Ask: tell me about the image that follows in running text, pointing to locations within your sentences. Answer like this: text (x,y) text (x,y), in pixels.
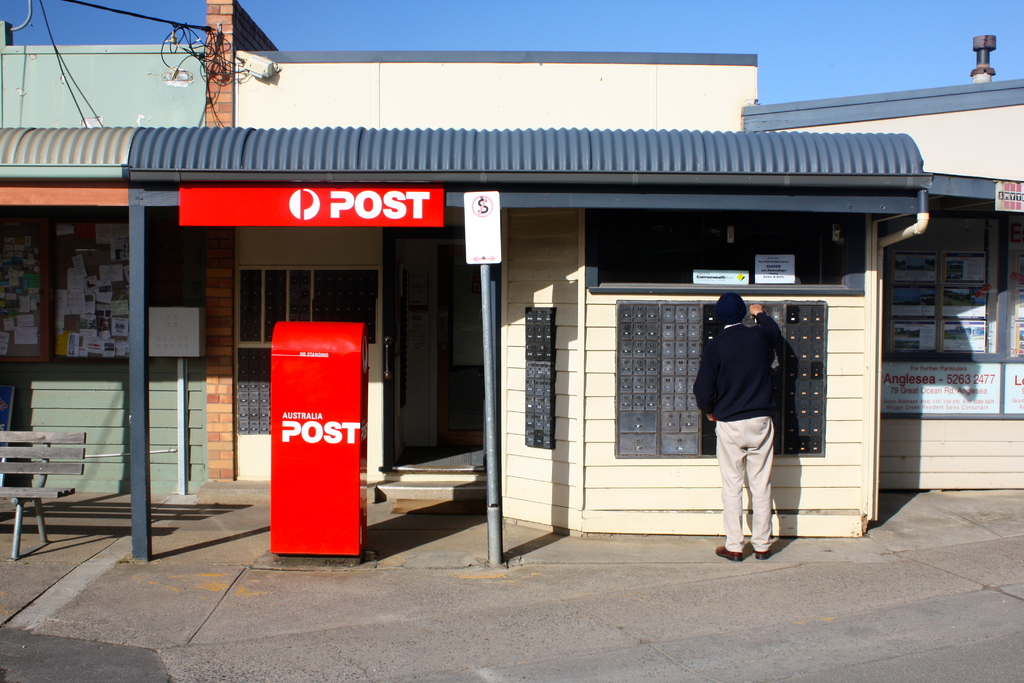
In this picture we can observe a red color post box (299,423). There is a person (722,456) standing, wearing a dark color sweater (732,373). We can observe a building (361,131) here. In the background (631,12) there is a sky (718,42).
